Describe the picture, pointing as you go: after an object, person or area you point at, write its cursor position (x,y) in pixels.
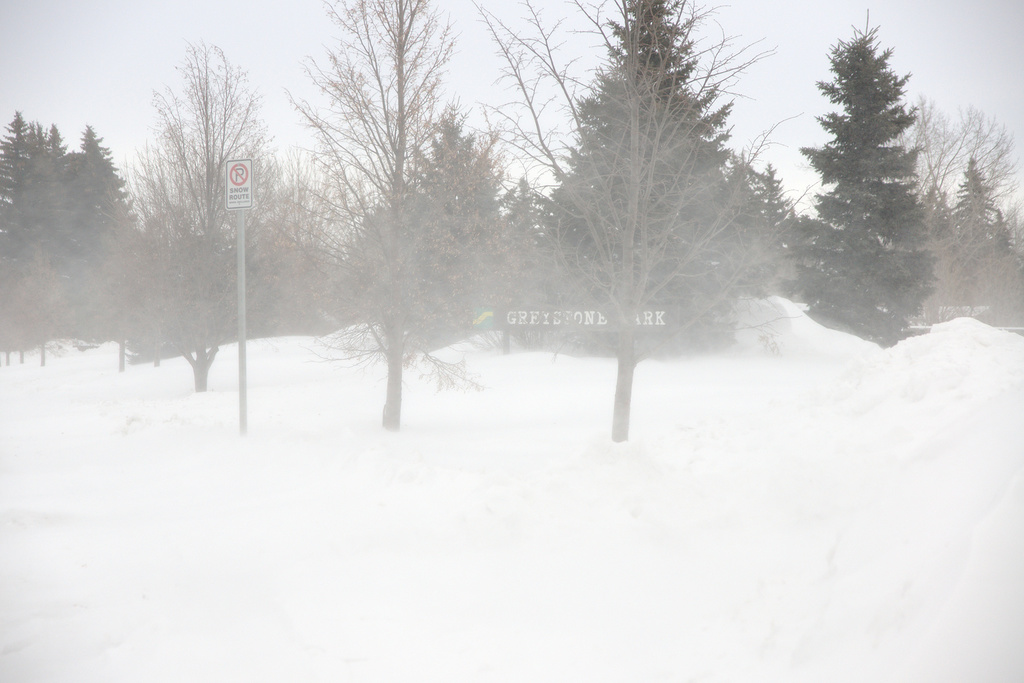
In the foreground of this image (713,550), there is snow (465,579), a pole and trees (891,270). At the top (841,9), there is the sky (821,7).
